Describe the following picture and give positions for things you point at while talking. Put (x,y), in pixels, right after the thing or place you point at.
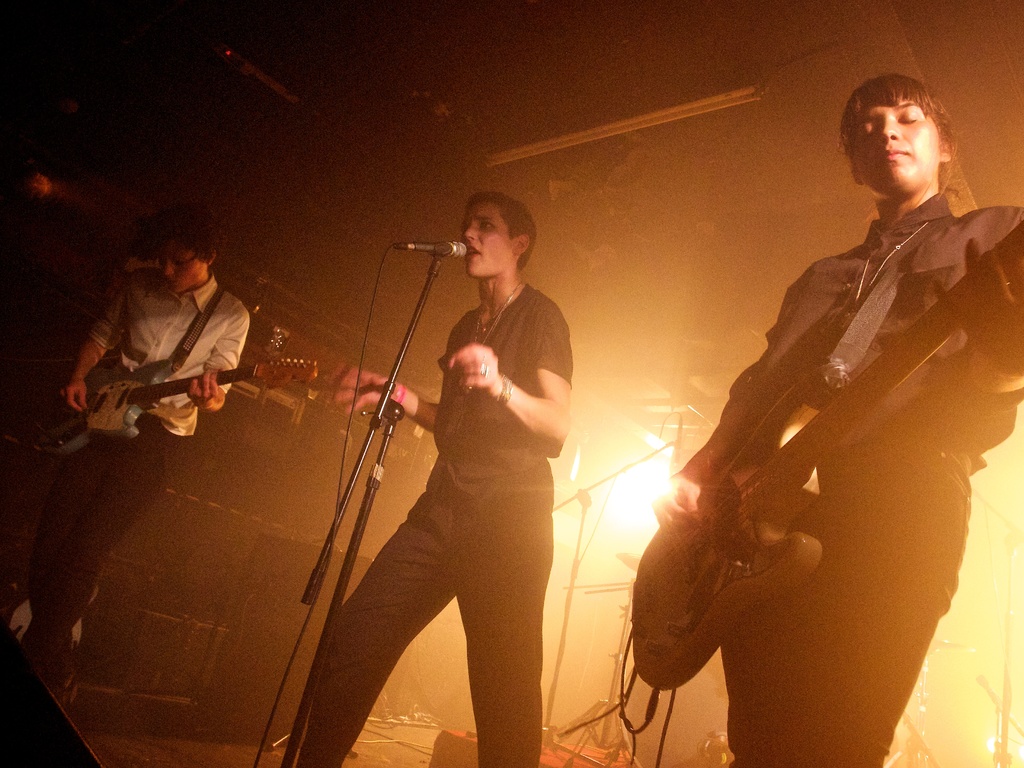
In the image, it is a concert, there are three people (542,557) standing and playing the music the middle person (464,450) is singing a song, in the background (599,542) there is a lot of stage light (606,490) focusing into the room (614,542).
